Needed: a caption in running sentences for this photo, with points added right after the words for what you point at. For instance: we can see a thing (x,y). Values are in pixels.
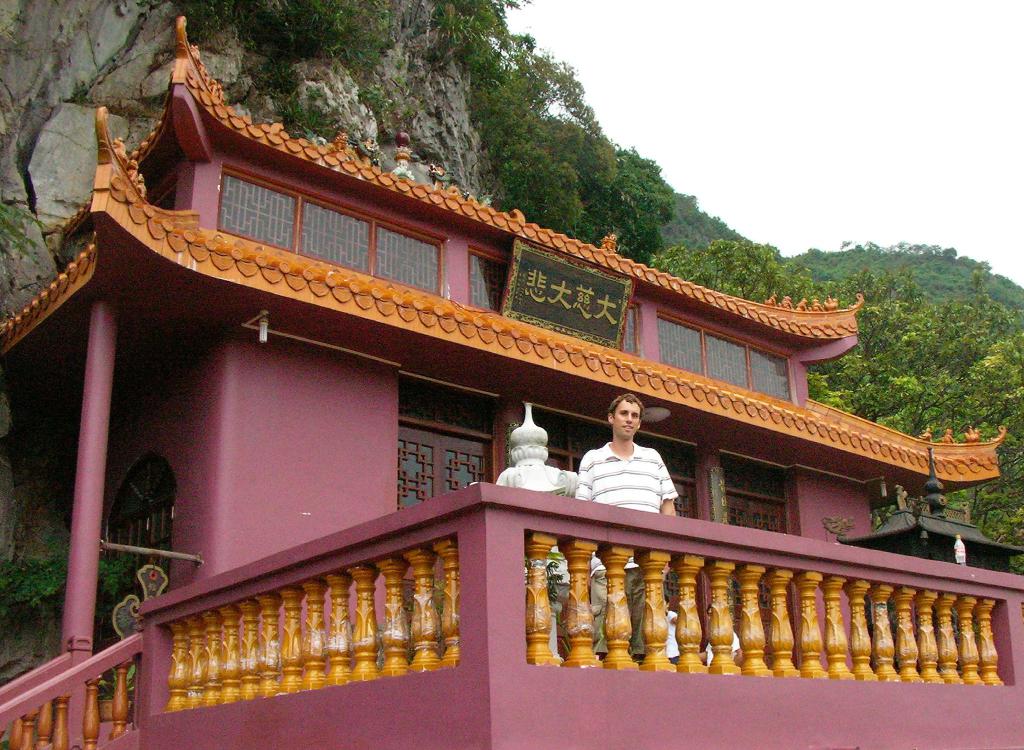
In the front of the image (784,613) I can see Chinese ancient architecture (155,290), fence (170,672), person (611,461), plants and board (617,286). In the background of the image (978,316) there is a mountain (962,277), trees (928,319) and sky (774,148).
